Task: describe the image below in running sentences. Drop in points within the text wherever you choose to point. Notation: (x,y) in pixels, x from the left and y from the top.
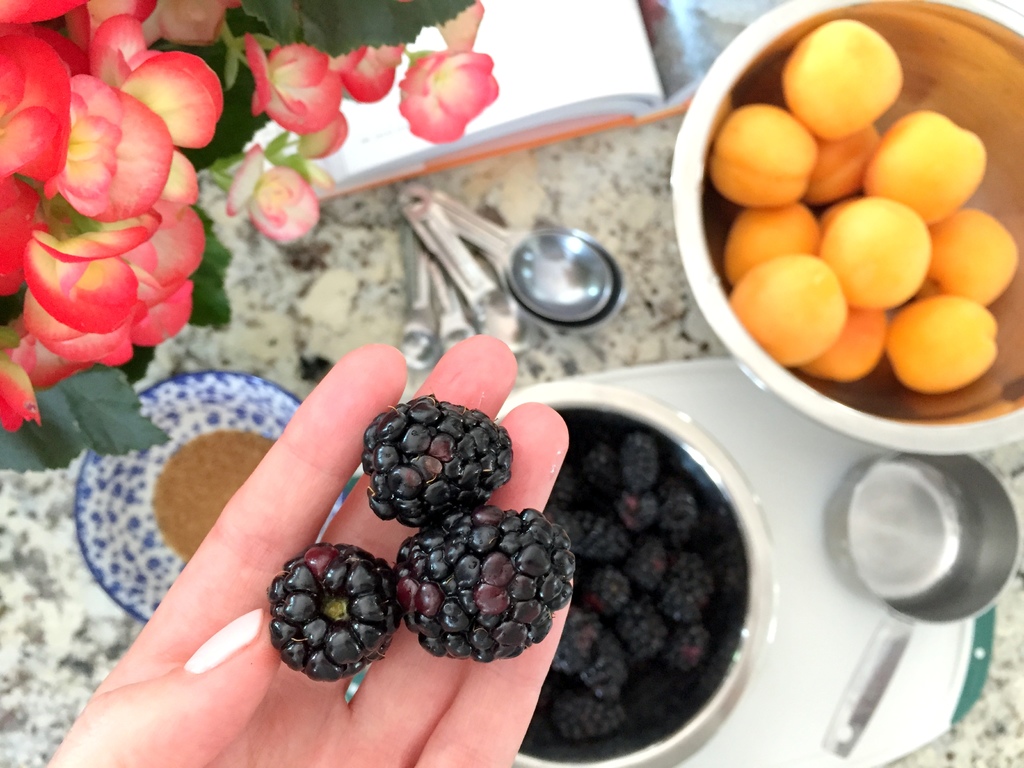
In this image there are black berries (373,583) on a person hand (225,747), and there is a plant (293,23) with flowers (17,426), bowl (566,409) of blackberries (606,507) and some food items (764,277), book (566,83), measuring spoon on the table (53,748).
